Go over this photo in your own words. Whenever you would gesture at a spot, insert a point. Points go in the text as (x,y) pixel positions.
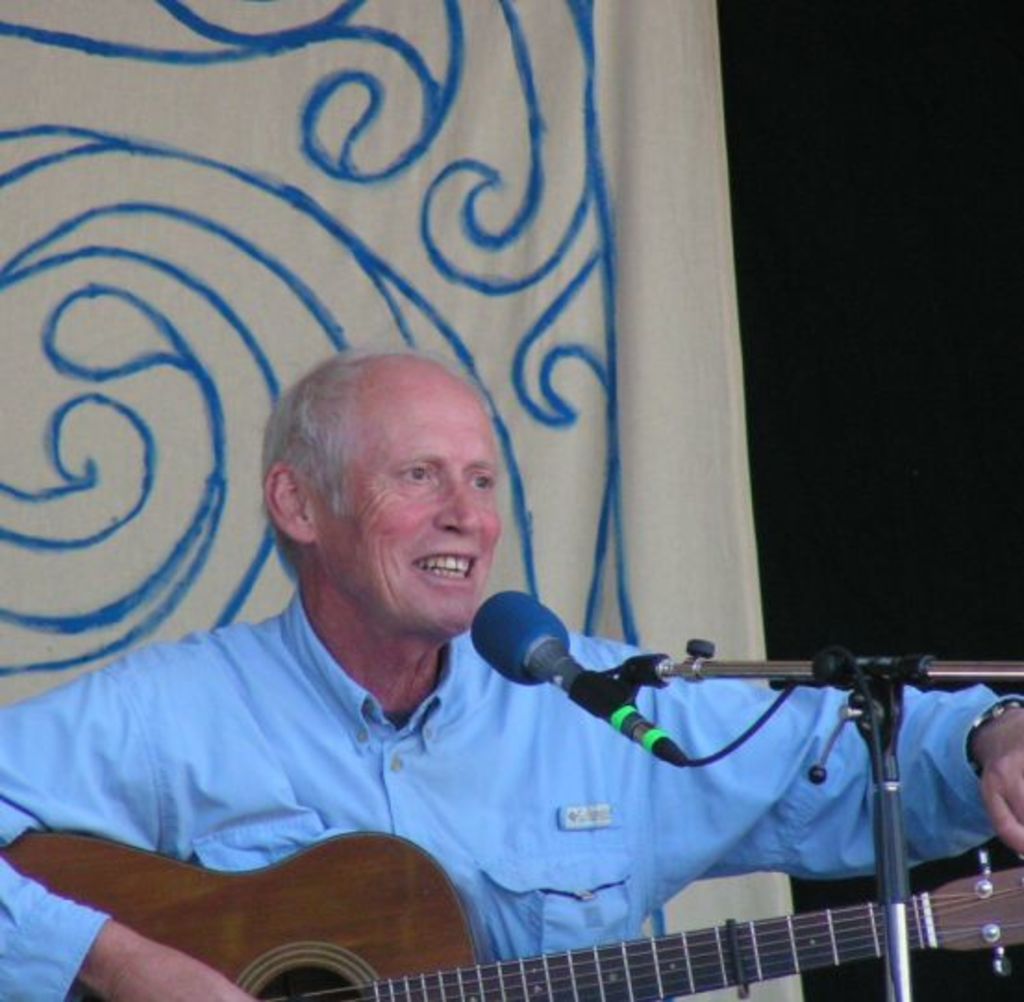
This person (410,713) is playing guitar (302,914) and singing in-front of mic (489,632). This is mic holder (882,711).
